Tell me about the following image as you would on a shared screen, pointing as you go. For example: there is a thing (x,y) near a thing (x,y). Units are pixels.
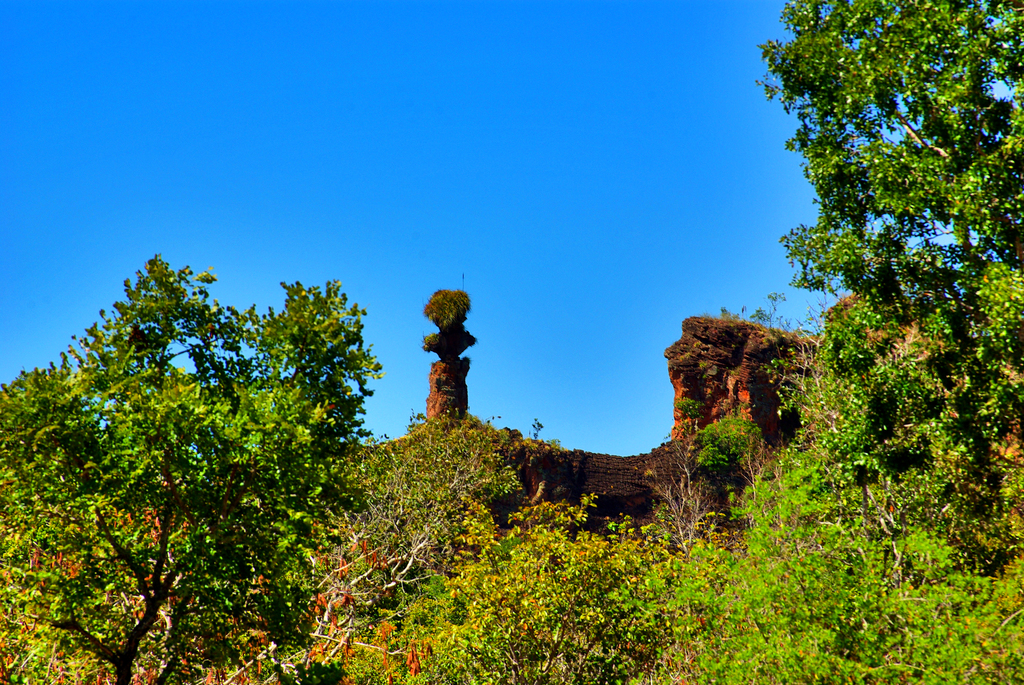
This image consists of trees (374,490). In the background (765,383), we can see a wall like structure (722,370). At the top (301,23), there is sky (161,168).
